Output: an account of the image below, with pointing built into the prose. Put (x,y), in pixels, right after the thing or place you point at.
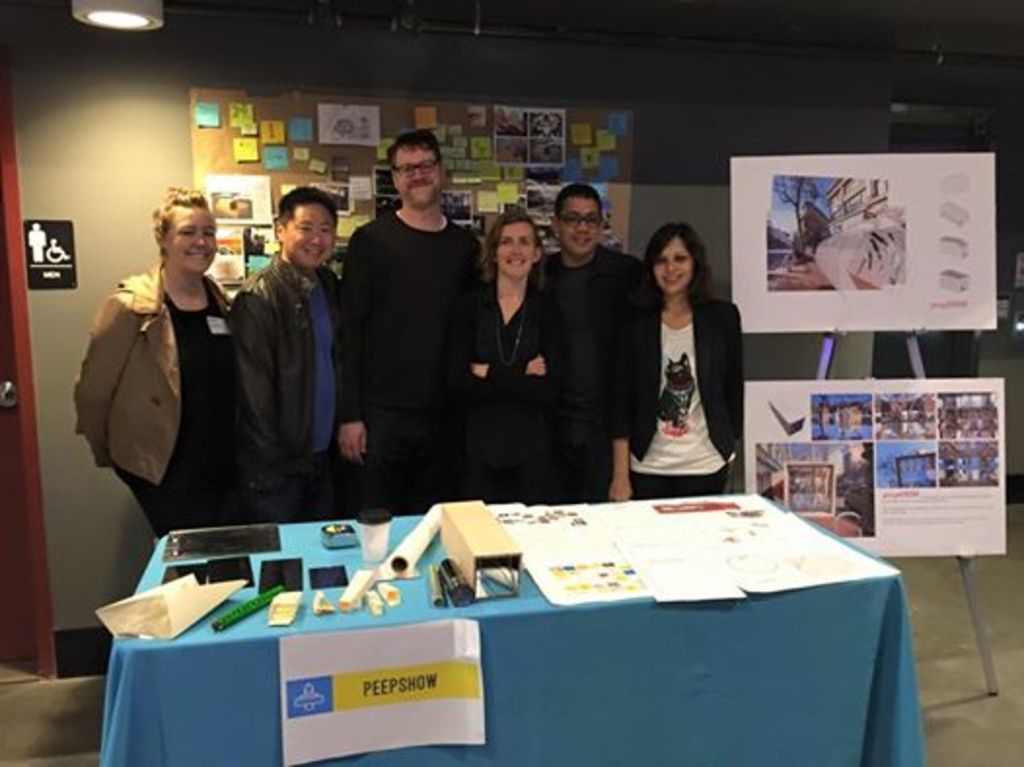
In this image I can see six persons (356,274) are standing on the floor (1013,545) in front of a table (414,524) on which I can see papers (564,551), mobiles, boxes (488,557) and some objects (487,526). In the background (877,488) I can see boards (882,465), stand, posters (240,213) on a wall (133,199) and light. This image is taken may be in a hall (51,109).
